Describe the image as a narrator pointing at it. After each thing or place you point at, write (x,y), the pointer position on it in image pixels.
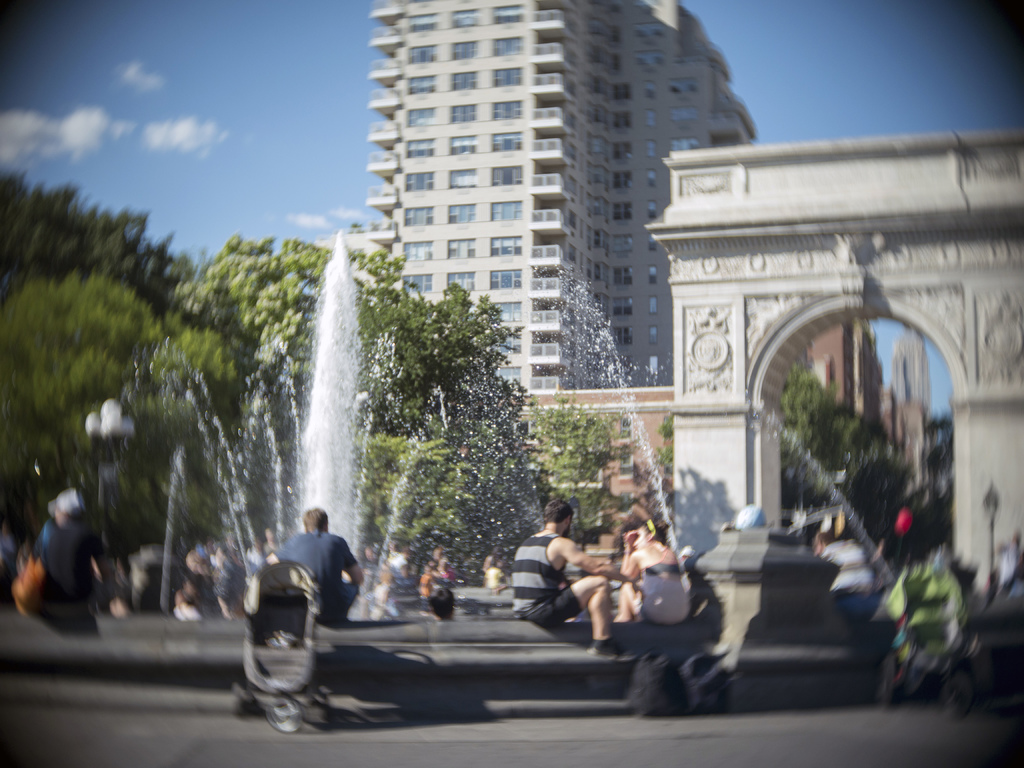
In the background (522,56) we can see the clouds (2,145) in the sky (959,22), buildings (591,269), windows (414,153). In this picture we can see the trees (438,511), arch (790,316) and few objects (987,503). We can see the water fountain (866,532) and the people (1016,545).
